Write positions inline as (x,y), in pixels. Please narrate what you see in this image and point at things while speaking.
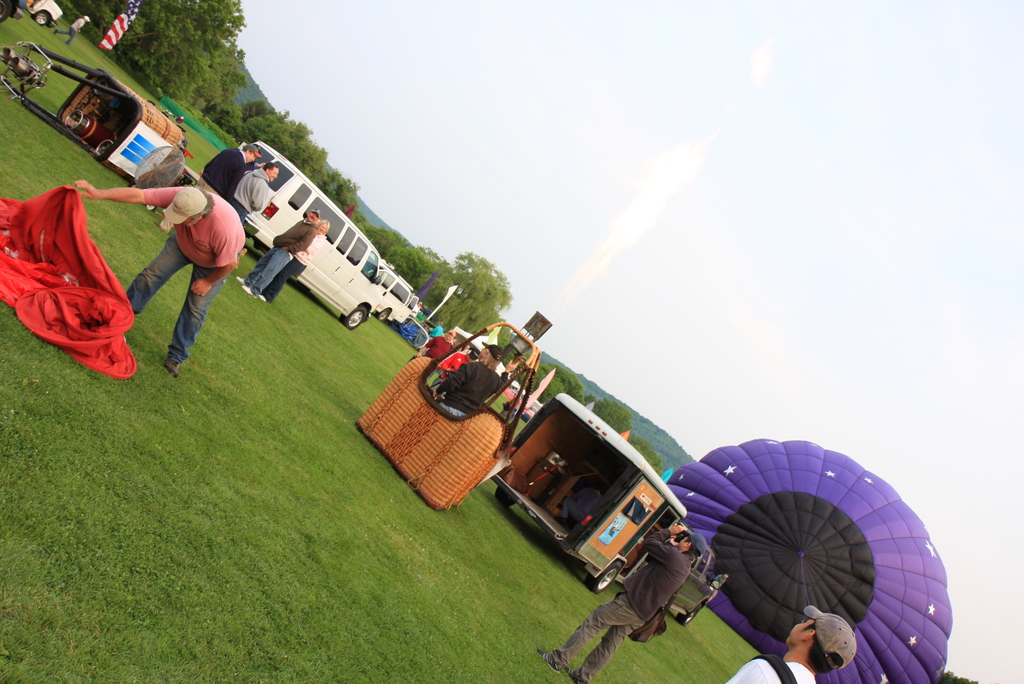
This picture shows few vehicles (407,309) parked and we see few people (216,242) standing and we see couple of baskets (110,127) and trees (455,302) around and we see a hot air balloon (925,586) and a cloudy sky (699,177) and we see a man (659,569) holding a camera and taking picture.
